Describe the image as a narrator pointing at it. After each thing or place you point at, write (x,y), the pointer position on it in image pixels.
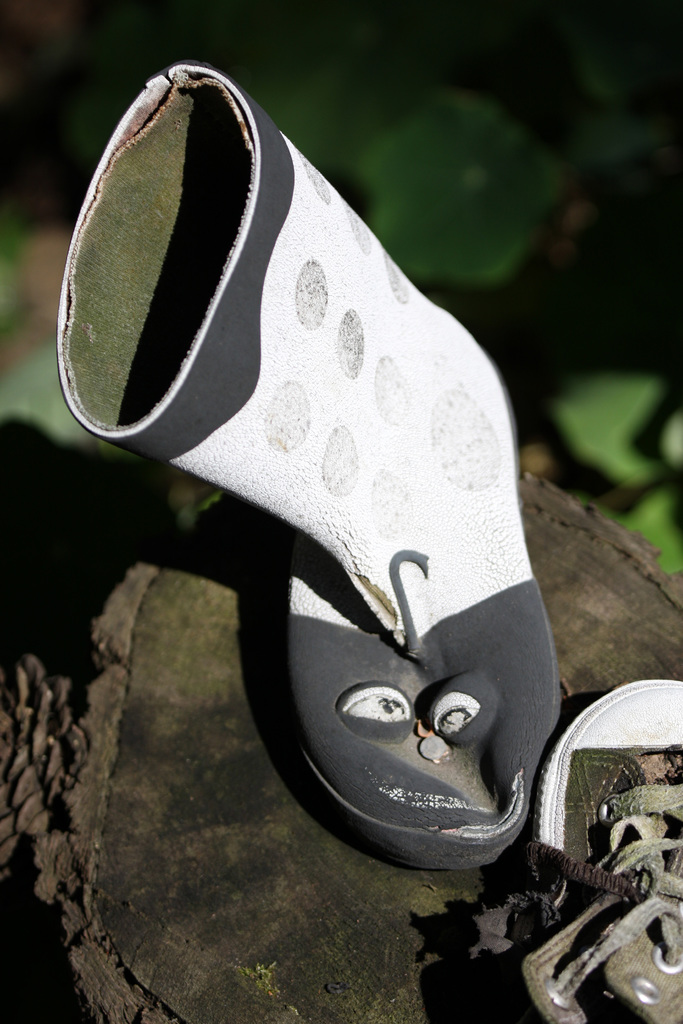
The picture consists of shoes (437,598) on the trunk (254,766) of a tree (143,588). The background (39,81) is blurred. In the background (32,70) there is greenery (621,451).
